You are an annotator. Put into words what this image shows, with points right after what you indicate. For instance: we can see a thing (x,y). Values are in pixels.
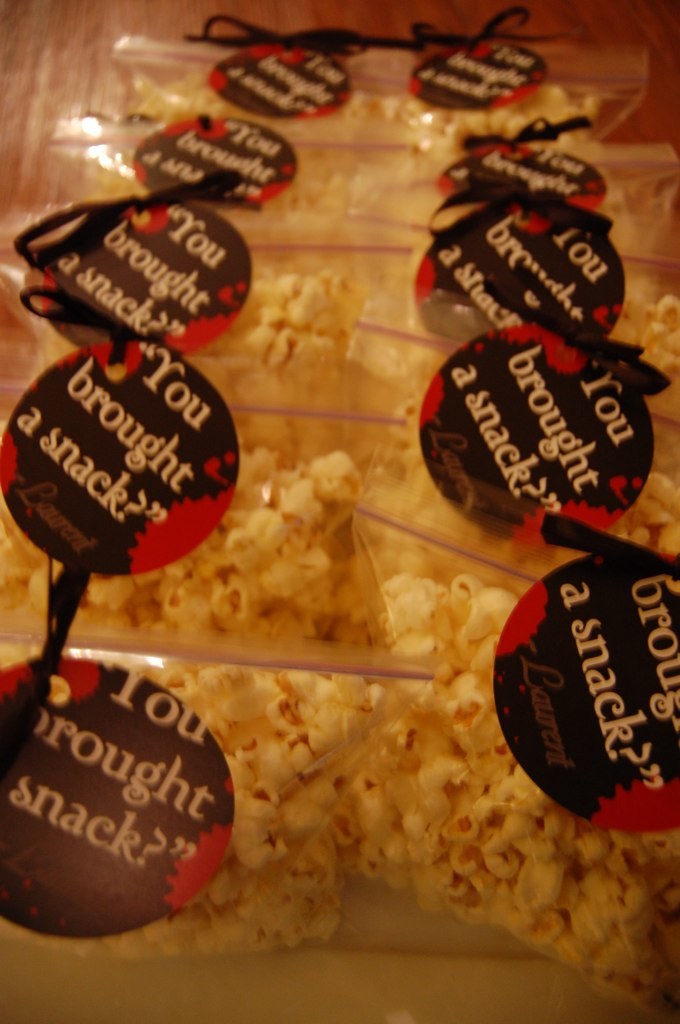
In this image we can see some popcorn packs (379,648) with tags (212,420).
